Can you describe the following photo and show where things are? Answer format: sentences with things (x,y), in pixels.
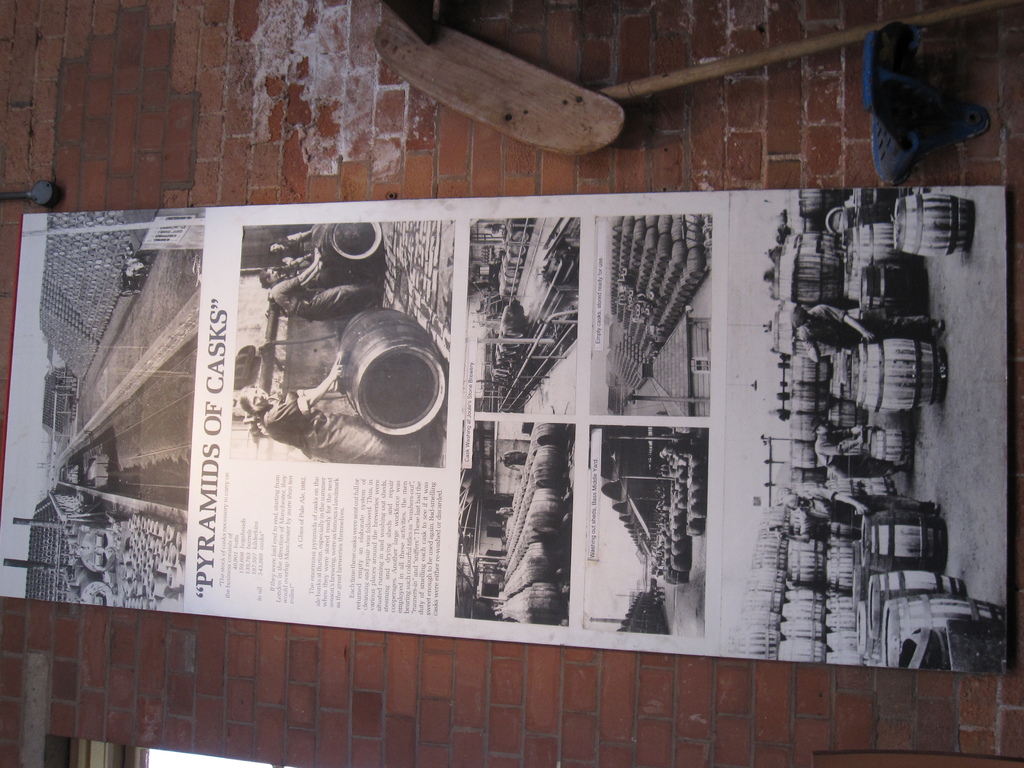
In this image there is a board (405,364) with paragraphs (278,483) and photos (679,345), which is attached to the wall (354,12), and there are some items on the right side of the board (333,250).
